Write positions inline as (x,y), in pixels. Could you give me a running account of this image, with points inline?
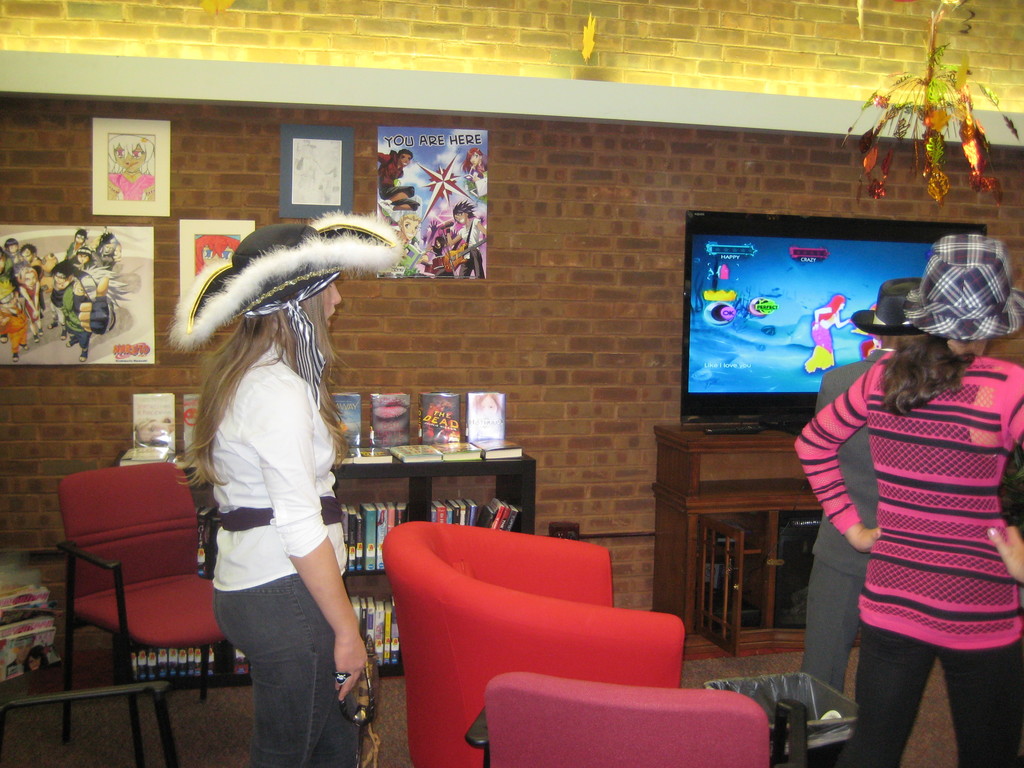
In this image I see 3 persons (341,731) and all of them are standing and all are wearing the caps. In the background (722,398) I see a television (708,394), posters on the wall (265,50), rack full of books (447,422) and the cabinet (719,641) and I can also see there are 3 chairs (151,531).
